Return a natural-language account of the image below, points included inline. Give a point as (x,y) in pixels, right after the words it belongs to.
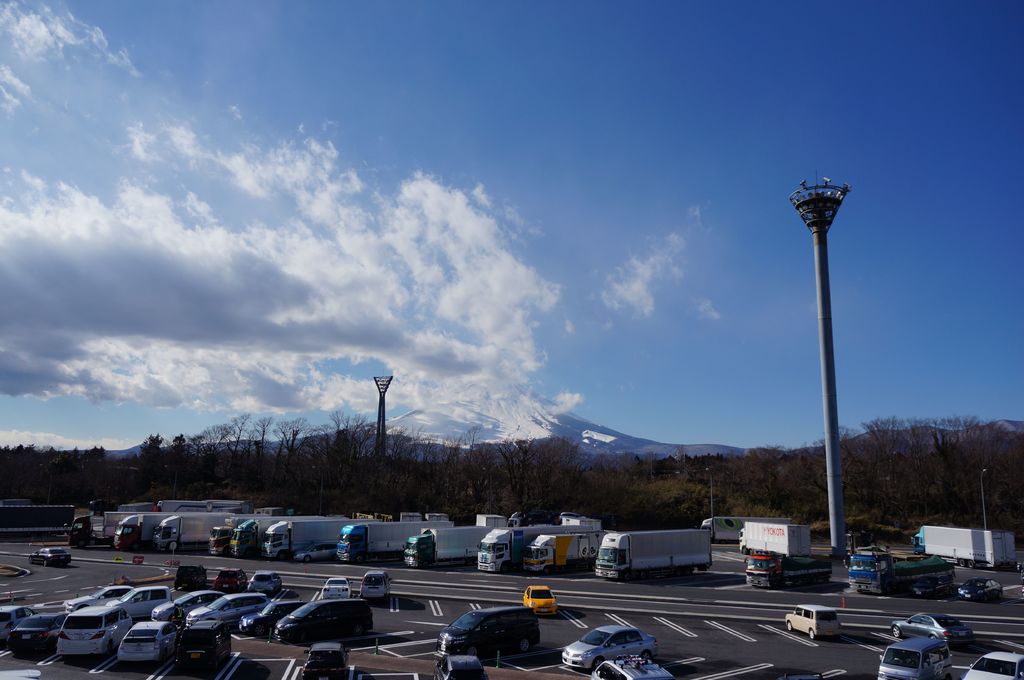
In this image we can see a group of vehicles (350,557) on the road (779,620). We can also see some poles (830,489), street lamps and a group of trees (746,510). On the backside (617,245) we can see the ice hills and the sky (581,244) which looks cloudy.
